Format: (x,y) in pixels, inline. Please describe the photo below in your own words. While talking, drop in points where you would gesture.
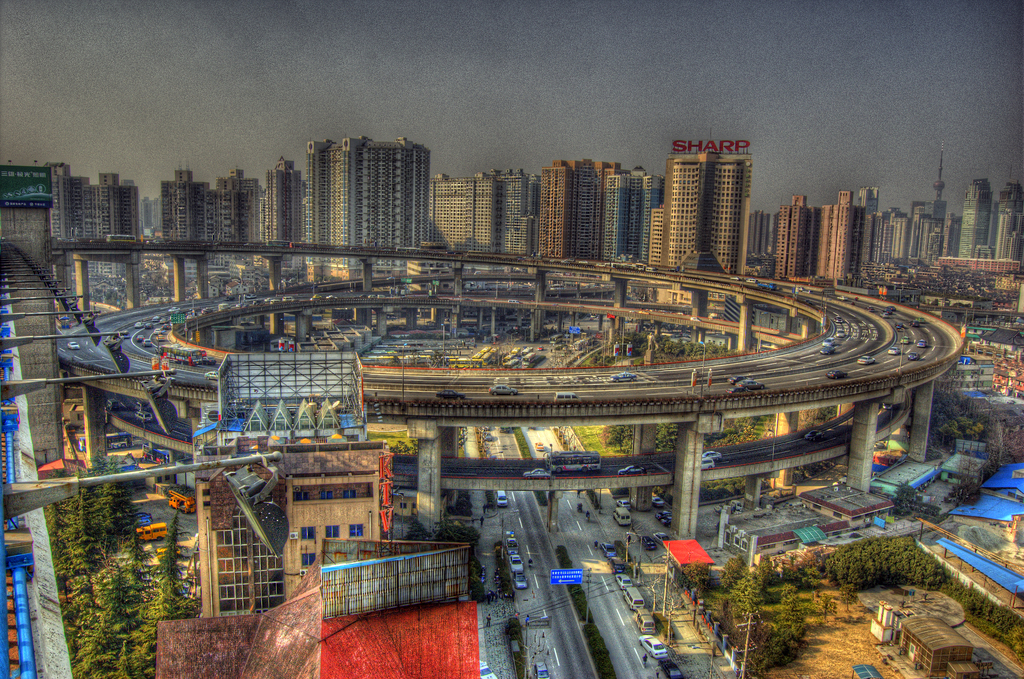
In this image we can see the view of the city (695,347). In the middle (617,385) there is a ring road (877,341) on which there are vehicles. At the bottom (584,546) there is another road (586,562) on which there are cars (629,589) and bikes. In the background (609,208) there are so many tall buildings (615,189). At the top (481,80) there is the sky (456,56). On the left side (89,567) bottom there are trees (89,524). we can see small houses (966,369) somewhere in the middle of the city (943,323).
